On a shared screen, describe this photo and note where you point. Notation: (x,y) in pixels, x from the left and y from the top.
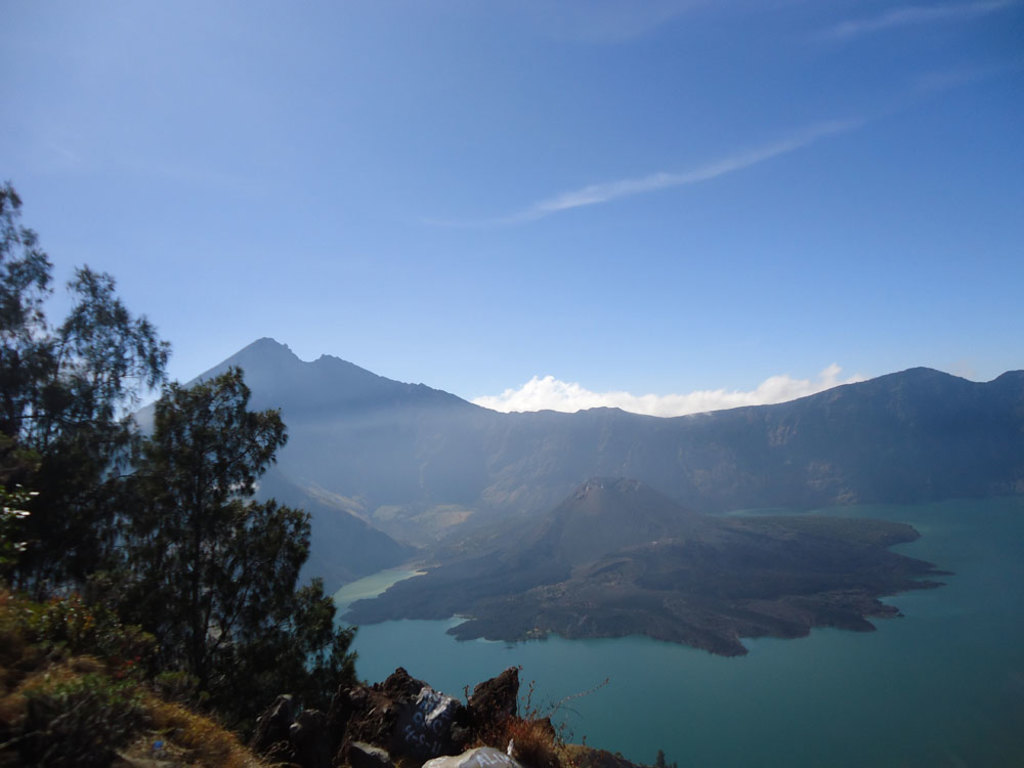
On the left side (202,430) there are trees (232,494). In the middle (398,463) this is water (816,644) and these are the hills (578,434). At the top (479,147) it is the sky (460,231).
